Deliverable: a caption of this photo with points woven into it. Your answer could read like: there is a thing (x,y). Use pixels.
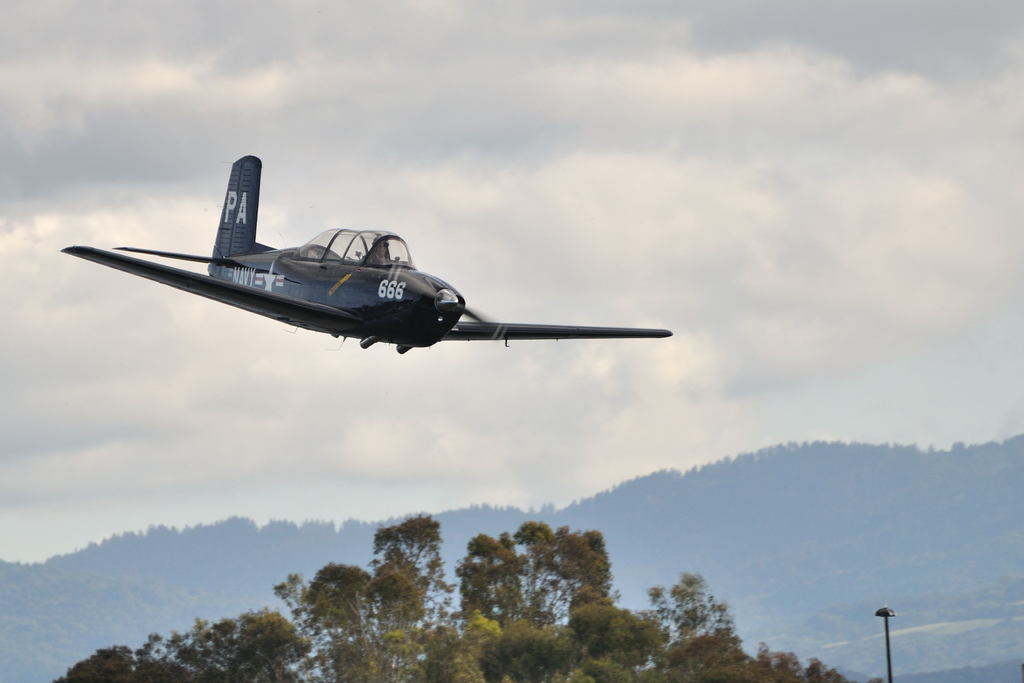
In this image there is the sky (596,133) towards the top of the image (671,130), there are clouds (703,160) in the sky (579,349), there is an airplane (361,281), there is text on the airplane (293,262), there is a number (395,295) on the airplane (395,304), there are mountains (719,498), there is a tree (448,630) towards the bottom of the image (500,630), there is a pole (887,626) towards the bottom of the image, there is a light (885,609).
